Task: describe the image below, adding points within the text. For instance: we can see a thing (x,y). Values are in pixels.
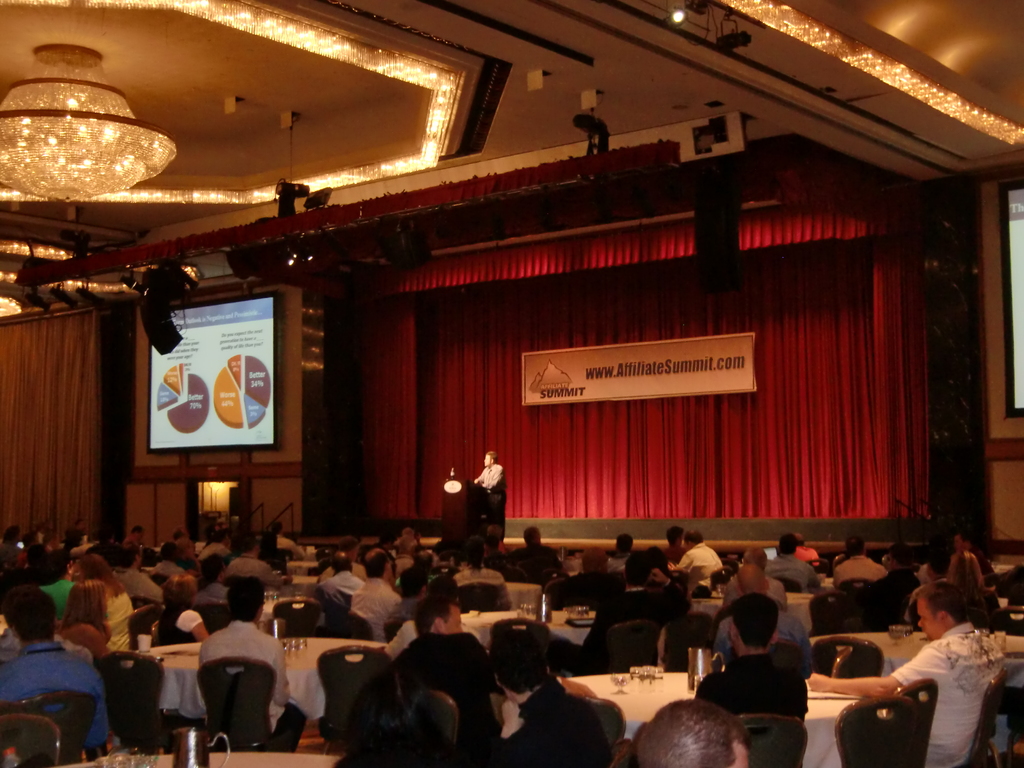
In this image I can see the group of people (895,591) are sitting on the chairs (853,591). I can see few water jars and few objects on the tables (180,695). In the background (833,469) I can see the red color curtains (817,470), board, few projection screens (251,397), wall (139,310) and the person (489,480) is standing in front of the podium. I can see few lights (451,88) and the chandelier (70,93) to the ceiling (389,93).
